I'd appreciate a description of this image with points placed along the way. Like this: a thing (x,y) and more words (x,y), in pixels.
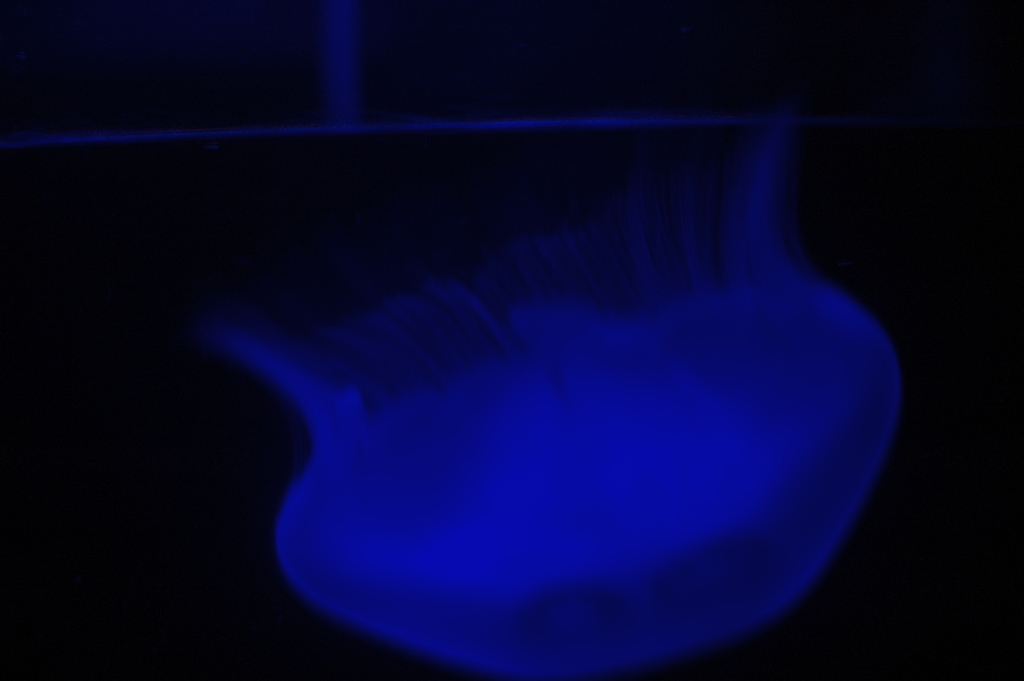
In this picture we can see a jellyfish (339,460). There is a dark background (19,674).
